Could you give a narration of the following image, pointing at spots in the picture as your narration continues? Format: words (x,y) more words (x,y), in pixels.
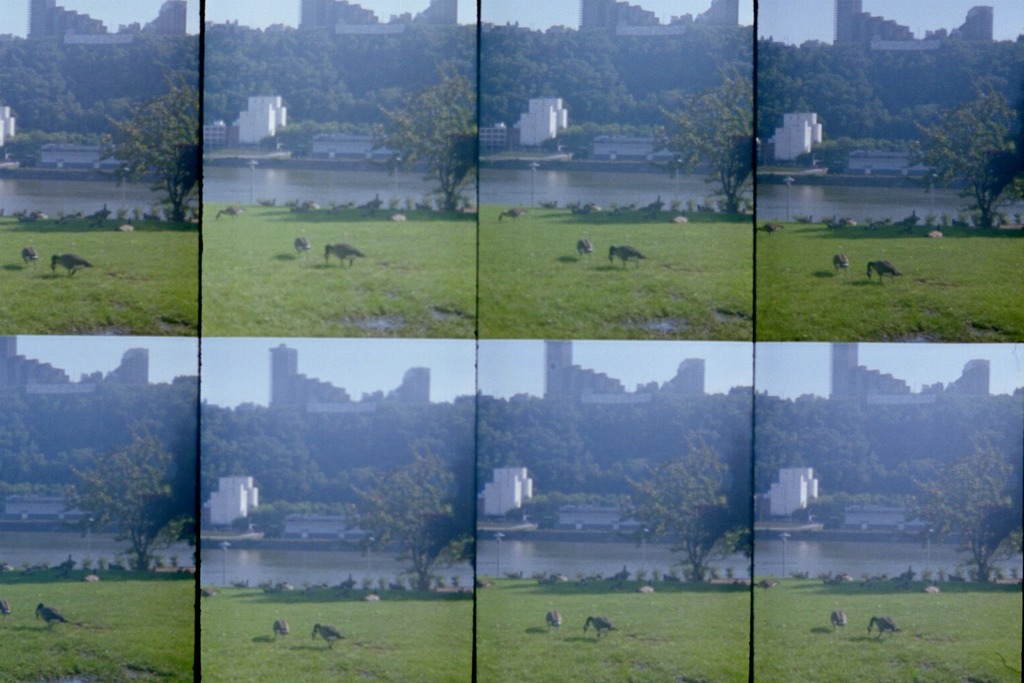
This is a collage image. In this image there are some birds (327,631) standing on the surface (328,287) of the grass (356,266). In the background (402,195) there are trees (385,106), buildings (277,121), water (280,183) and sky (250,12).
